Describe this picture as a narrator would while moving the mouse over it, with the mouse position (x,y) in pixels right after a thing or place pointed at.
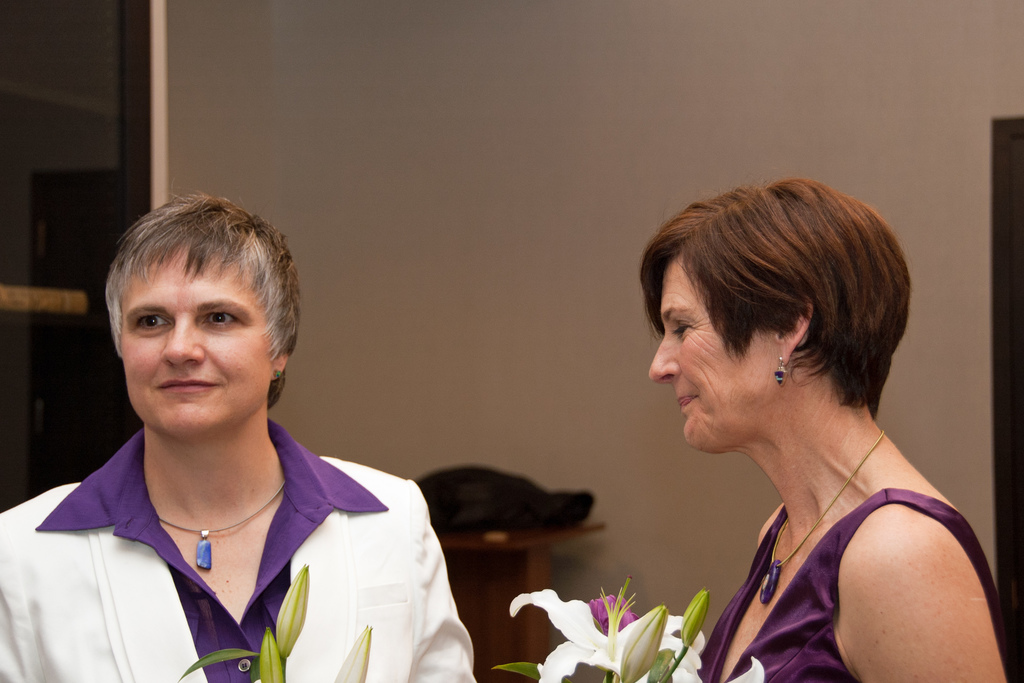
Here we can see two persons (808,612) and she is smiling. There are flowers (594,612). In the background (503,458) we can see wall (696,544) and an object (520,516).
